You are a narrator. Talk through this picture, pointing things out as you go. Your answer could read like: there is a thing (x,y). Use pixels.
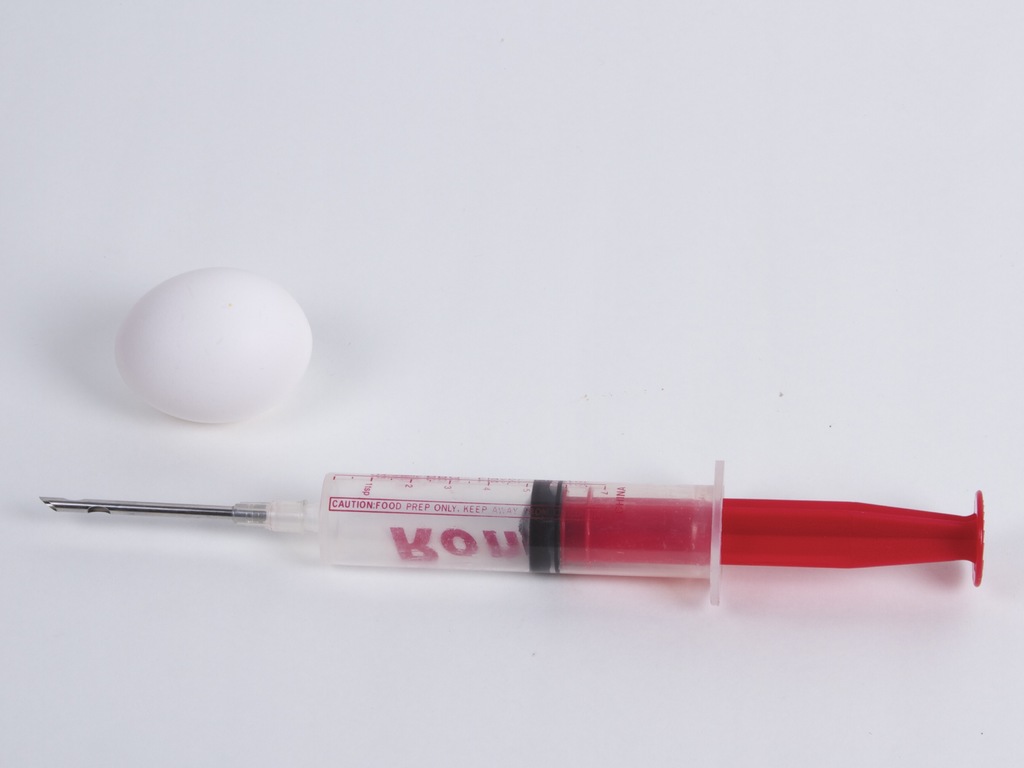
In the center of the image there is a syringe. There is a egg (198,334).
